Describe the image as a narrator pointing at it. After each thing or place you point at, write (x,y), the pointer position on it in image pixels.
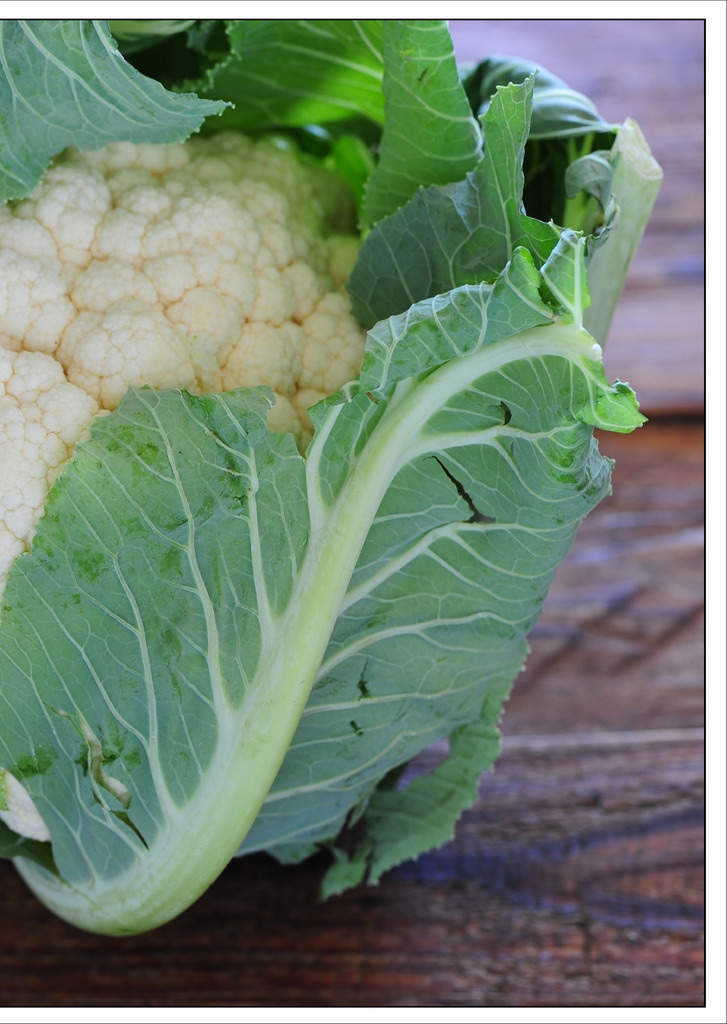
In this picture, we see a cauliflower (268,296) and the cauliflower leaves (251,537). This cauliflower (349,201) might be placed on the brown table (564,770). This picture is blurred in the background (633,302).
